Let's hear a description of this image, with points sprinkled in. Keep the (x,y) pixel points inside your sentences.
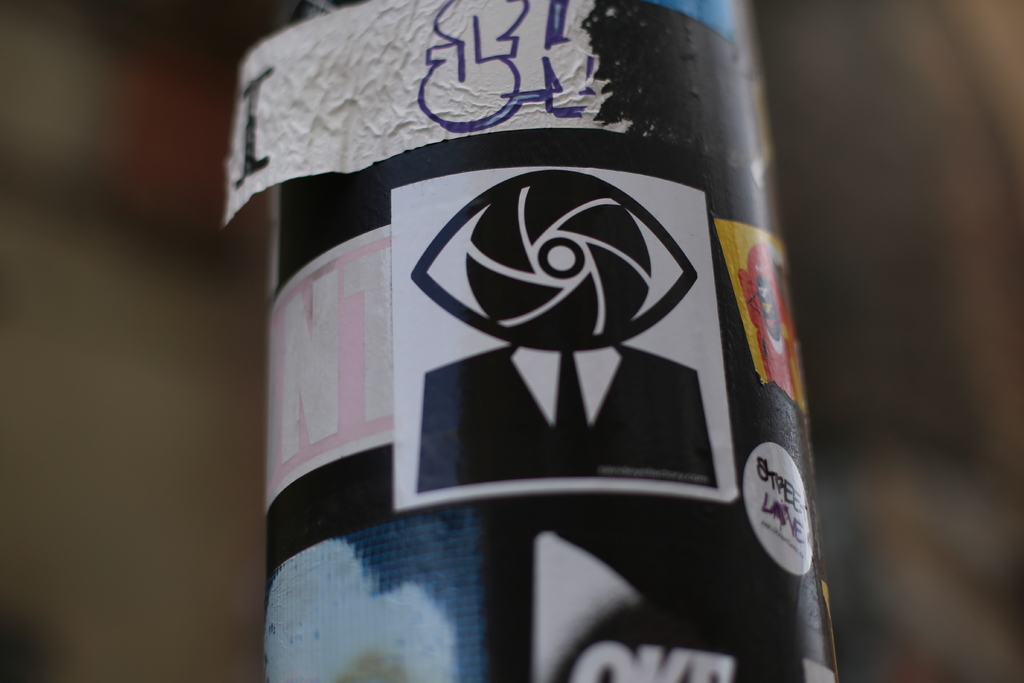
In this picture, there is a pole (471,523). On the pole (492,549), there are some stickers (448,253).
